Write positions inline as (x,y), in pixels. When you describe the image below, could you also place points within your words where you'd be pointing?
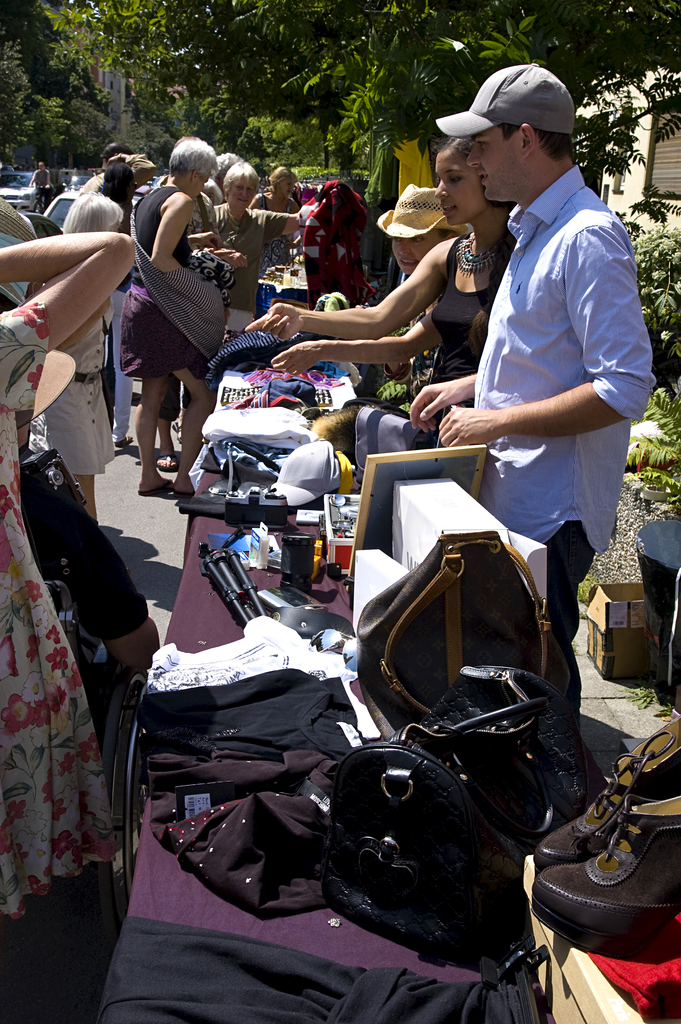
In this image, we can see a group of people (381,353) who are standing. We can also see a table (193,883) with some objects (357,555) on it. We can see trees (313,76) that are green in color.
